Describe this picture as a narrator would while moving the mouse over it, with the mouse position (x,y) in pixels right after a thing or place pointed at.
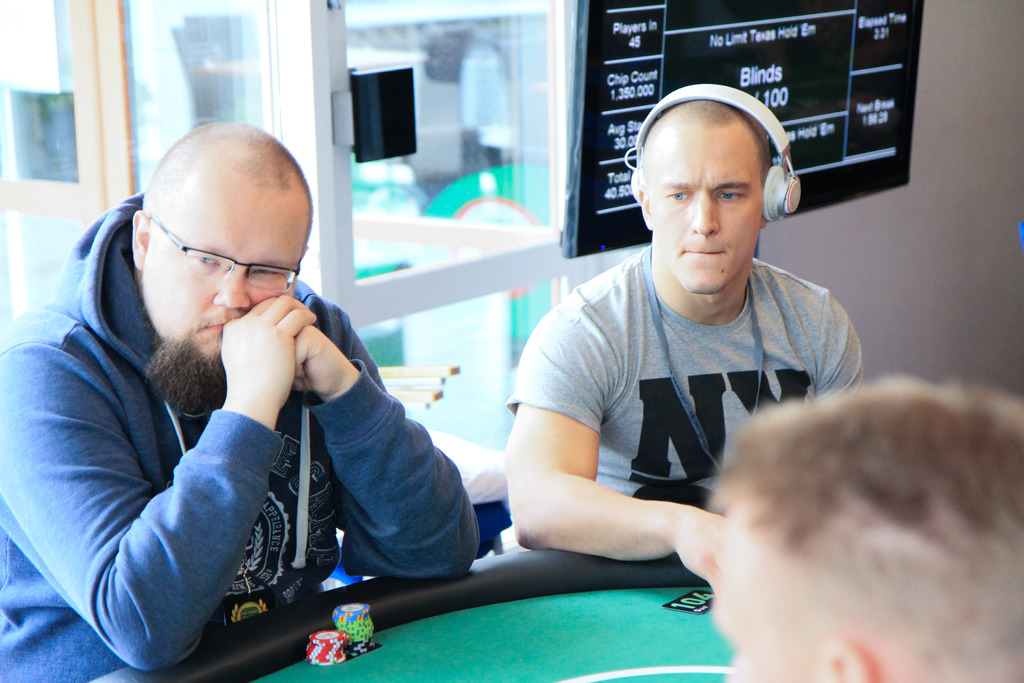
In this image I can see three men (543,441) and between them I can see a poker table (247,674). On the bottom side (352,623) I can see number of poker coins (336,623) on the table (450,656). On the right side of the image (765,124) I can see a white colour headphone (775,169) on his head (694,214) and on the left side (180,275) I can see one of them is wearing specs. In the background (589,57) I can see a black colour screen (882,175) and on it I can see something is written.
